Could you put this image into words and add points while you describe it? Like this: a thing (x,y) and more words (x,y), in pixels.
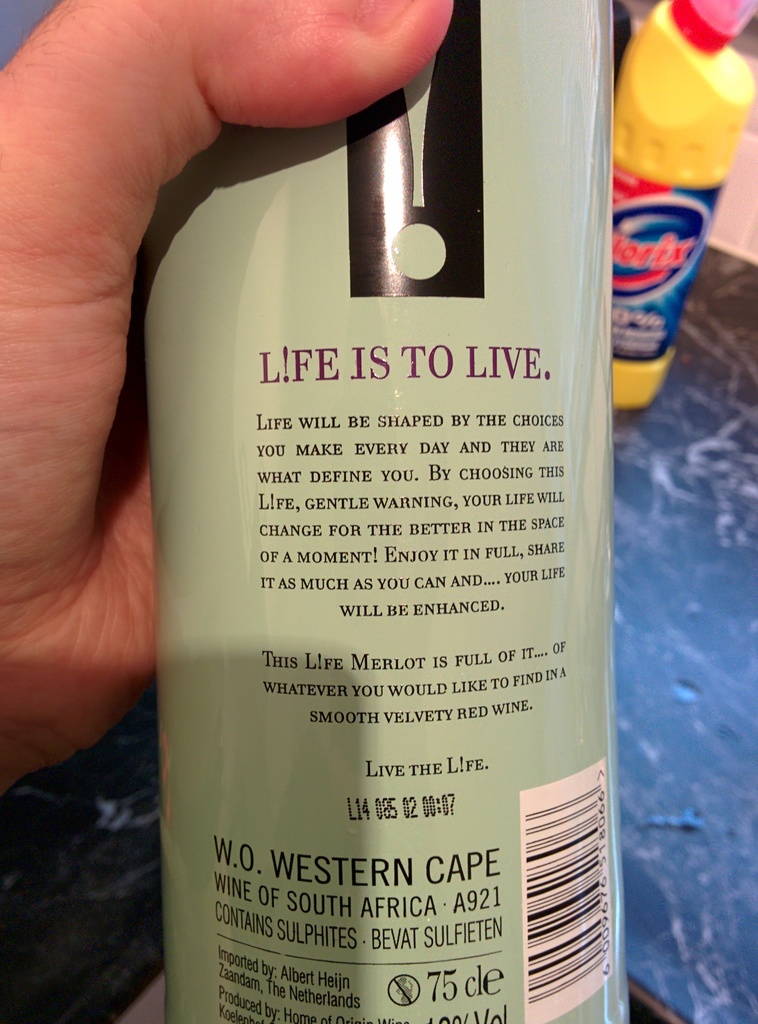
In this picture there is a person (199,134) holding a bottle (446,490). At the background (704,228) there is another bottle (675,297) on the countertop (687,483).
